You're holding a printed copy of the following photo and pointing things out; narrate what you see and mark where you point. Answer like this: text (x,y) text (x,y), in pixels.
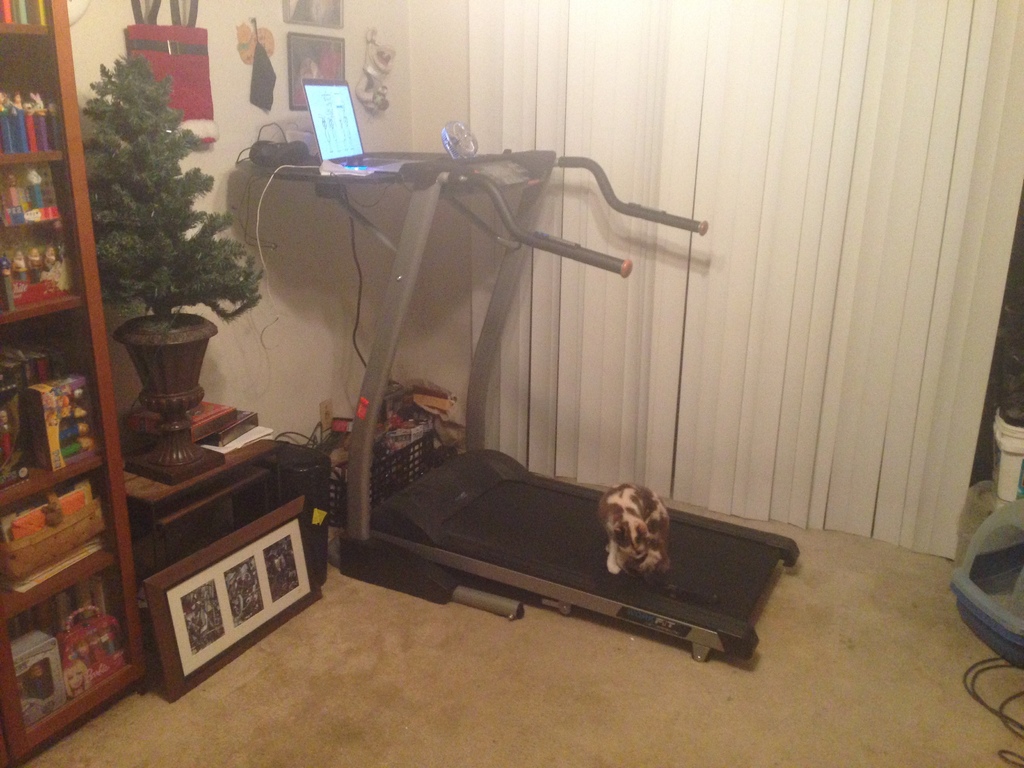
This is a treadmill (523,468) on which system (345,141) is kept. This is a plant (148,233) and the shelf (66,580) in which the things (74,501) are placed. This is a carpet (341,662) and a photo frame (206,600).
